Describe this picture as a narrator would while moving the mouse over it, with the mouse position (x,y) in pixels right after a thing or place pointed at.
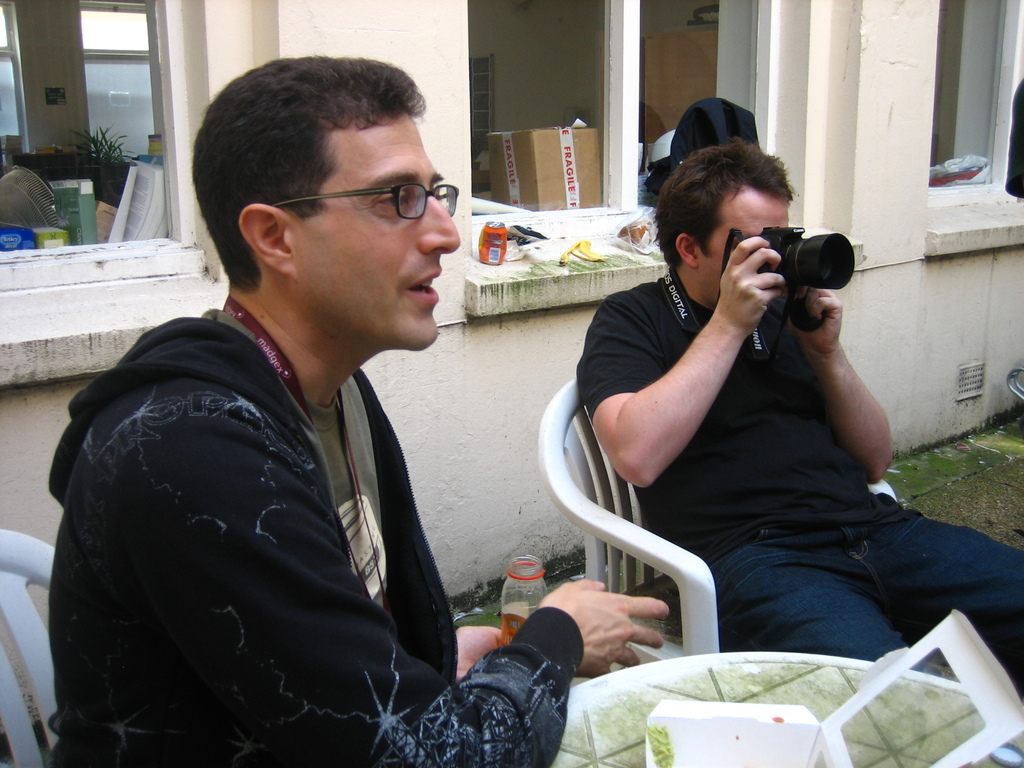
In the foreground of the picture (303,688) there are people (279,560), chairs (707,596), table (786,678), box (747,716), drink (536,567) and a camera (803,258). In the center of the picture (620,277) there are windows (554,219) and other objects (505,237). In the background (156,135) there are boxes (90,187), plants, windows (150,116) and other objects (148,162).
